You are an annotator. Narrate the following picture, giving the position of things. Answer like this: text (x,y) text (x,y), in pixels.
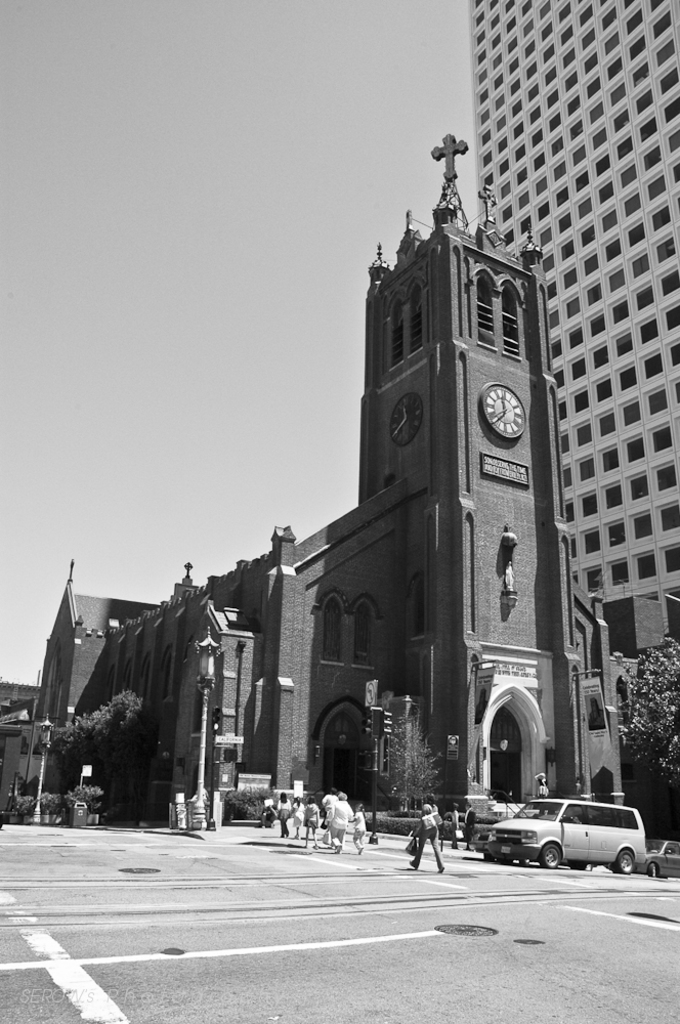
In this image we can see a black and white picture of a building (603,604) containing a clock (513,399) on it. To the right side of the image (523,850) we can see a car (597,825) parked on the road (523,891). In the center of the image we can see a group of people (353,820) standing on road (531,895), light pole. In the background (675,676), we can see a building (586,131), tree (671,699) and the sky (194,230).
